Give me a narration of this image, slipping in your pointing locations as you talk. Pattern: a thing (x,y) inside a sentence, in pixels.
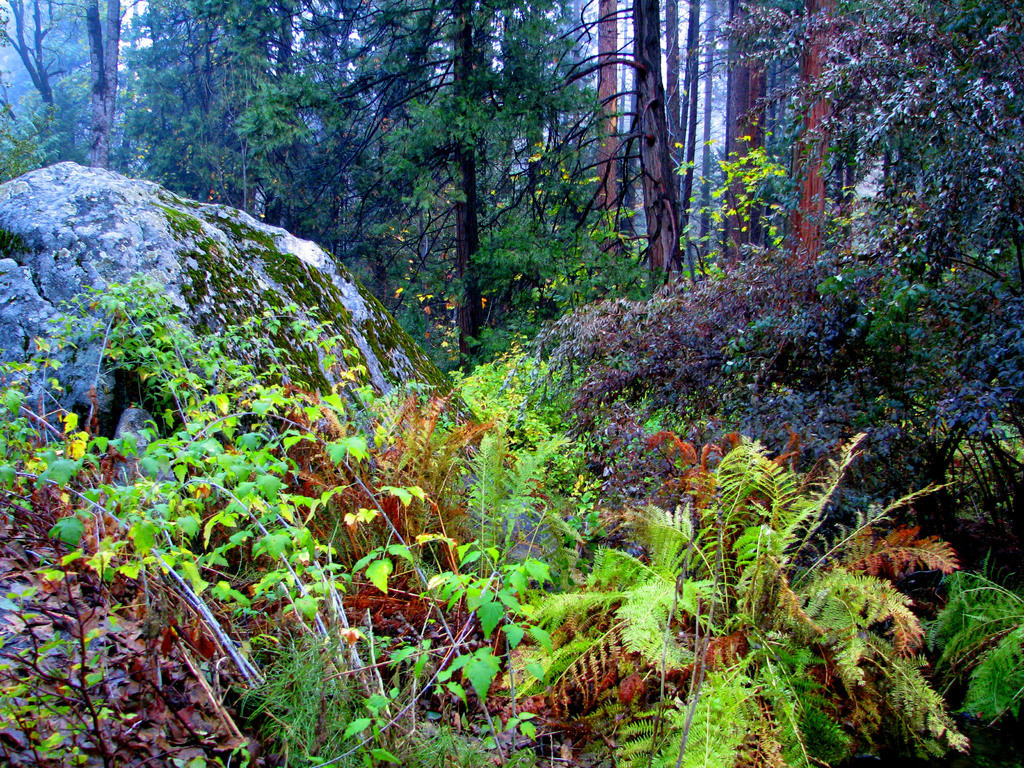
It is a beautiful scenery, there are many plants (477,477) and trees (620,151) and in between the trees (270,185) there is a huge rock (24,305).
